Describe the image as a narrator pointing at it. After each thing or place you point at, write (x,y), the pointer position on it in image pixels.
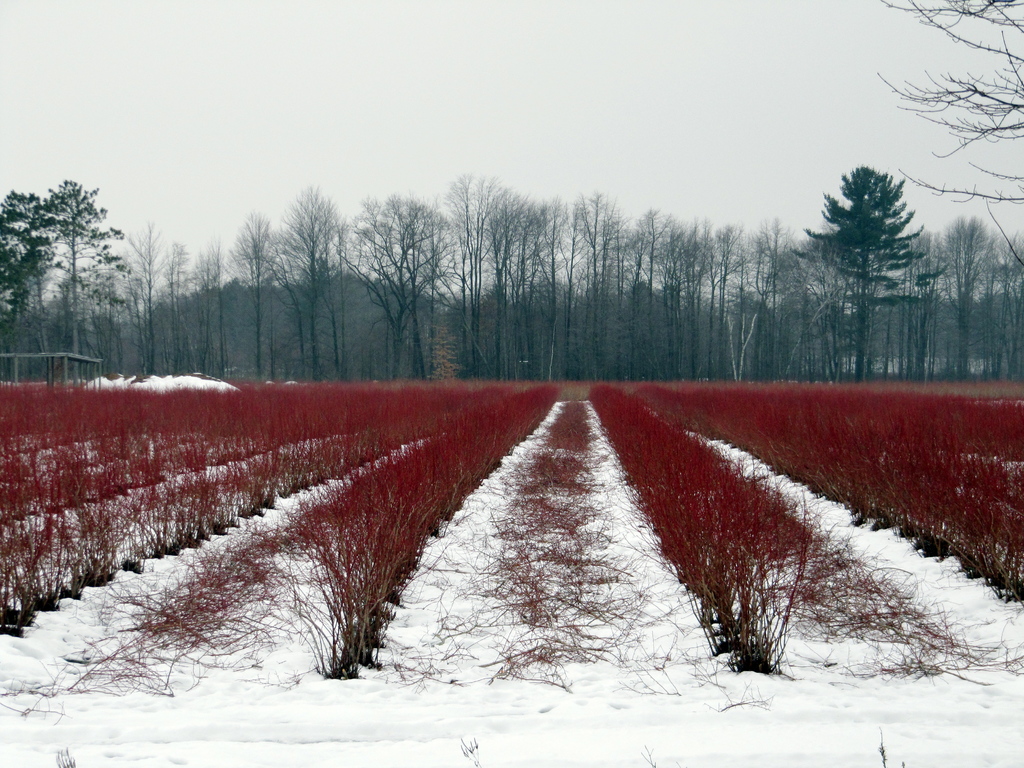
In this image we can see snow (85,589) and some red color plants (433,501) and in the background of the image (511,270) there are some trees (424,306) and grey sky (446,60).
